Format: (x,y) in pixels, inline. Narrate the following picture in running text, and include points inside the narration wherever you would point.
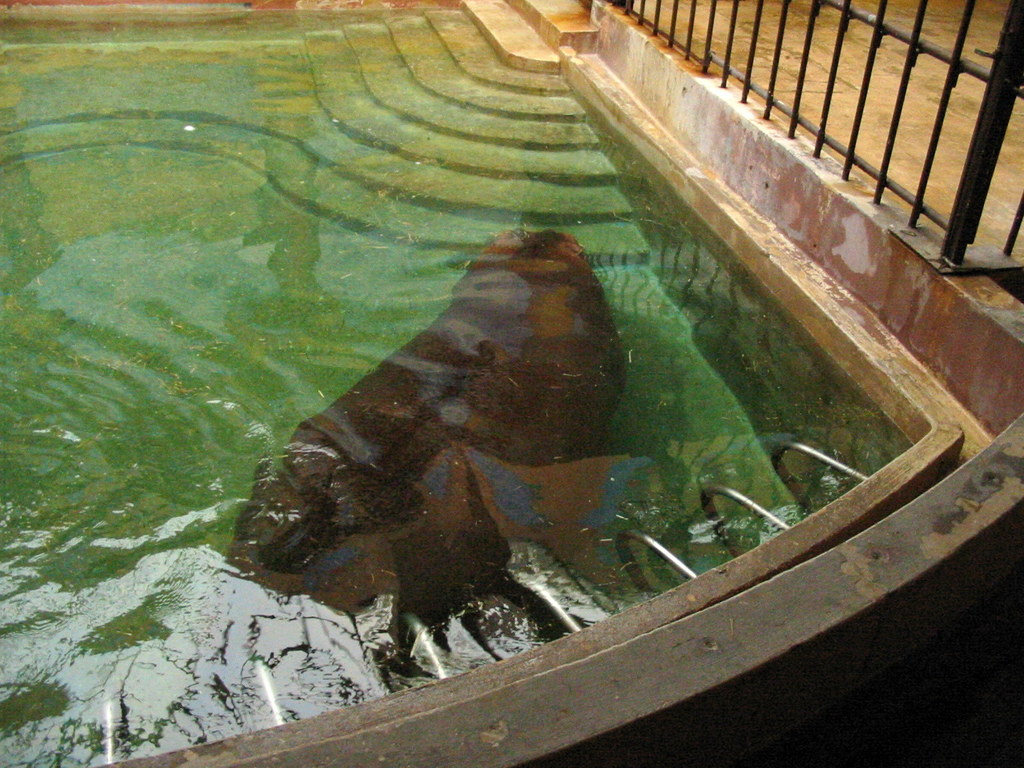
There is a sea animal (424,438) in the water pond (109,181). In the background (492,41), there are steps (472,155), there is a fencing (1023,80) and there is a road (906,100).
